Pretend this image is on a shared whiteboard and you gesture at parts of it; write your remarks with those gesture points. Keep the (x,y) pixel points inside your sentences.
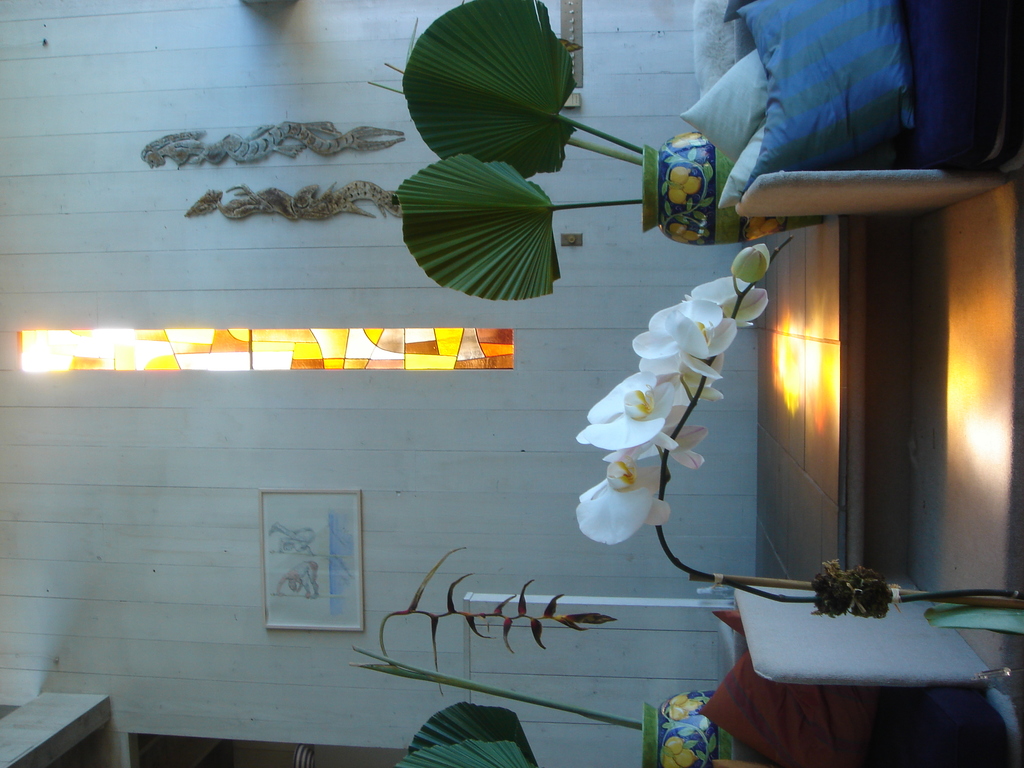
In this image I can see the wall (263,407) on the wall (321,468) I can see photo frame (331,541), light focus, design (235,137) and on the right side (714,241) I can see there are some pillows (813,89) kept on stand (793,185) and there are flower pots (679,170), in which I can see leaves (524,248) and white color flowers (697,439) and white color pillows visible on the right side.
